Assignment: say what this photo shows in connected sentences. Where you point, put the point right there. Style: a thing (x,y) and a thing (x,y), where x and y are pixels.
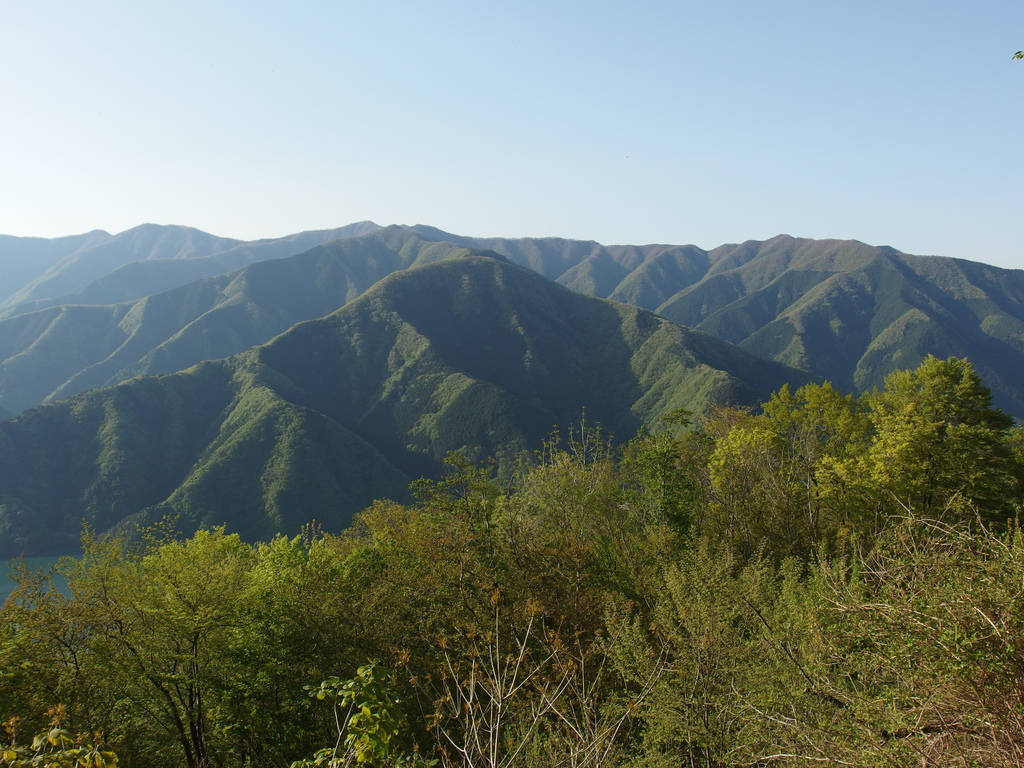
In this picture I can see trees (244,756), mountains (579,282), and in the background (644,83) there is sky (644,83).
